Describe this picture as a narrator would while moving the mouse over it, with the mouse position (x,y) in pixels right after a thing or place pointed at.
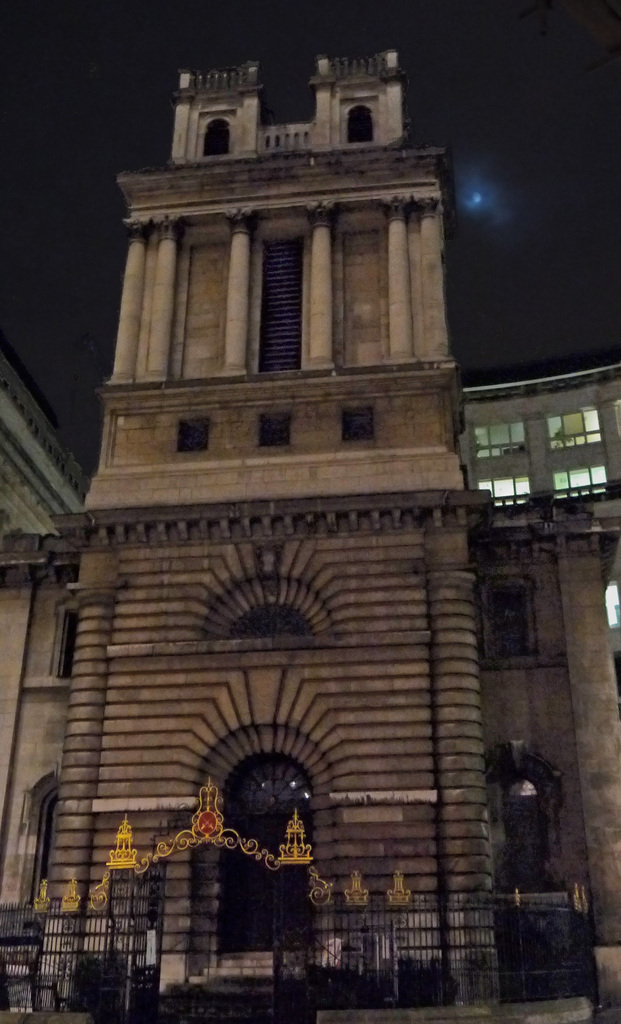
In this picture there are buildings (244,201) in the center of the image (329,358) and there is a gate (159,930) at the bottom side of the image (121,864).
